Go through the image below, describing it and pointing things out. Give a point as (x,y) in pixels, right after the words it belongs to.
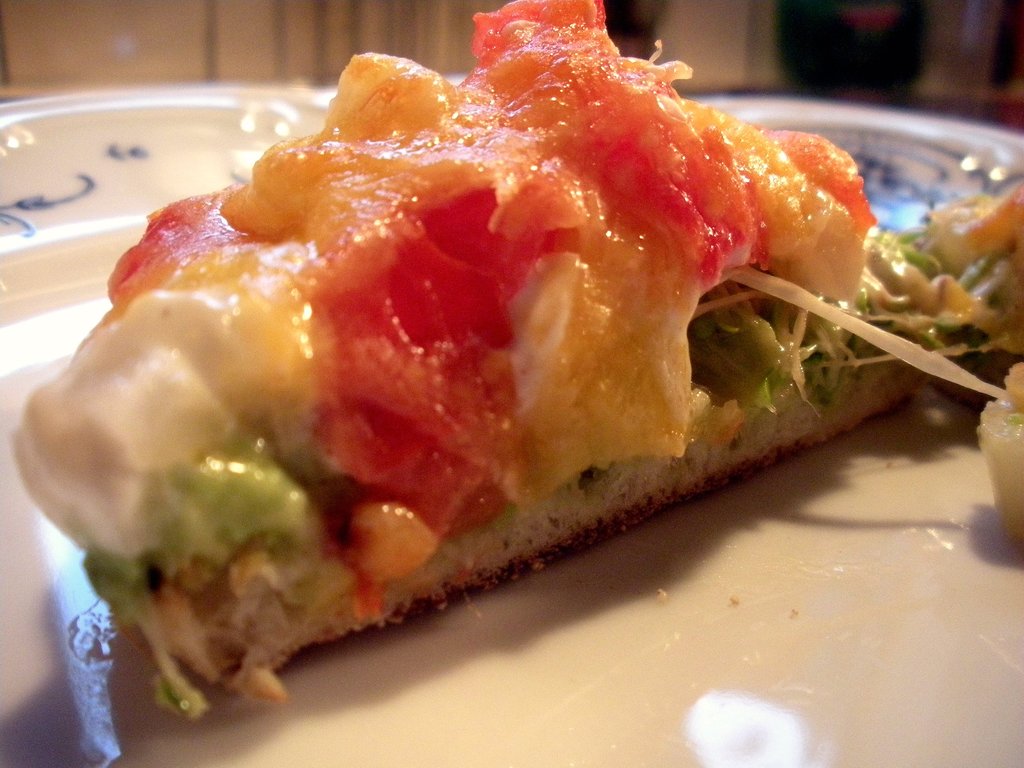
This picture shows food (781,243) in the plate (54,239).
